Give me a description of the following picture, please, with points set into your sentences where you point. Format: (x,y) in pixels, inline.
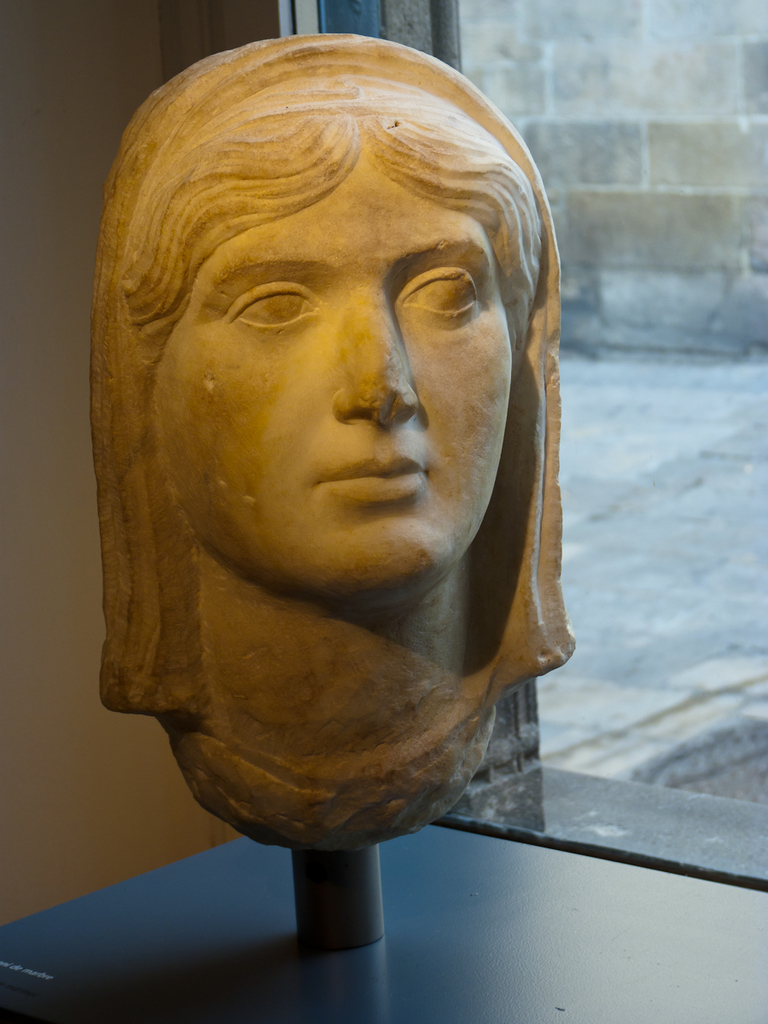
In this image, we can see a sculpture (329,655), rod (328,869) and surface (394,919). Background (76,424) we can see a wall (65,275). On the right side of the image (685,319), we can see walkway (679,612) and wall (614,220).
